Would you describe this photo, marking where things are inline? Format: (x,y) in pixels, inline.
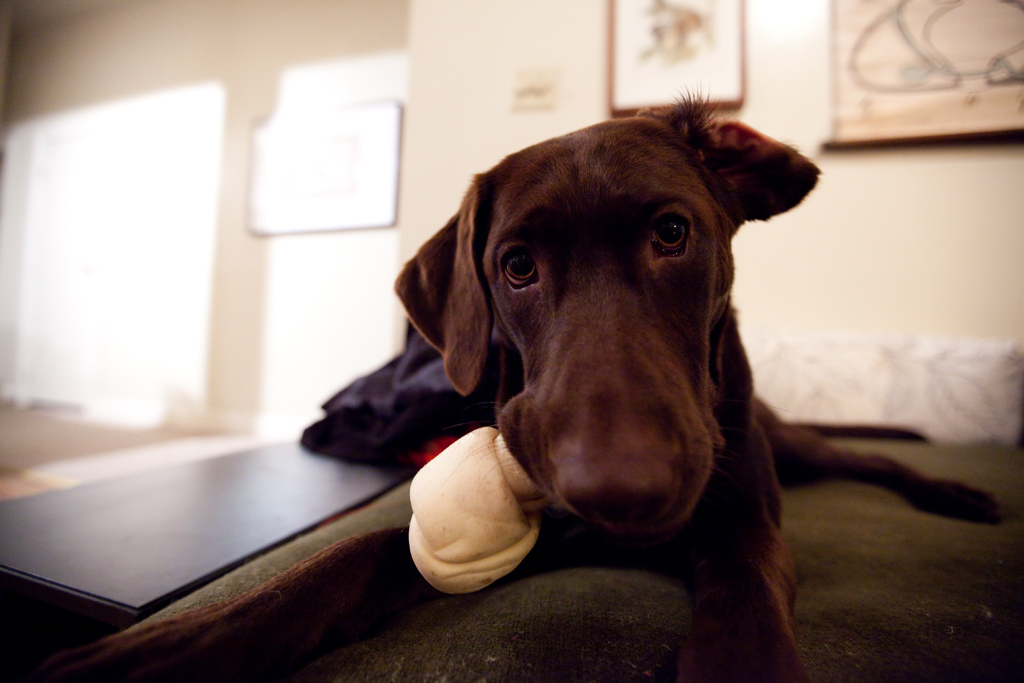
In this image in the foreground (718,163) there is a dog (728,182) lying on a cushion (990,535) and the background (266,268) is blurry.
